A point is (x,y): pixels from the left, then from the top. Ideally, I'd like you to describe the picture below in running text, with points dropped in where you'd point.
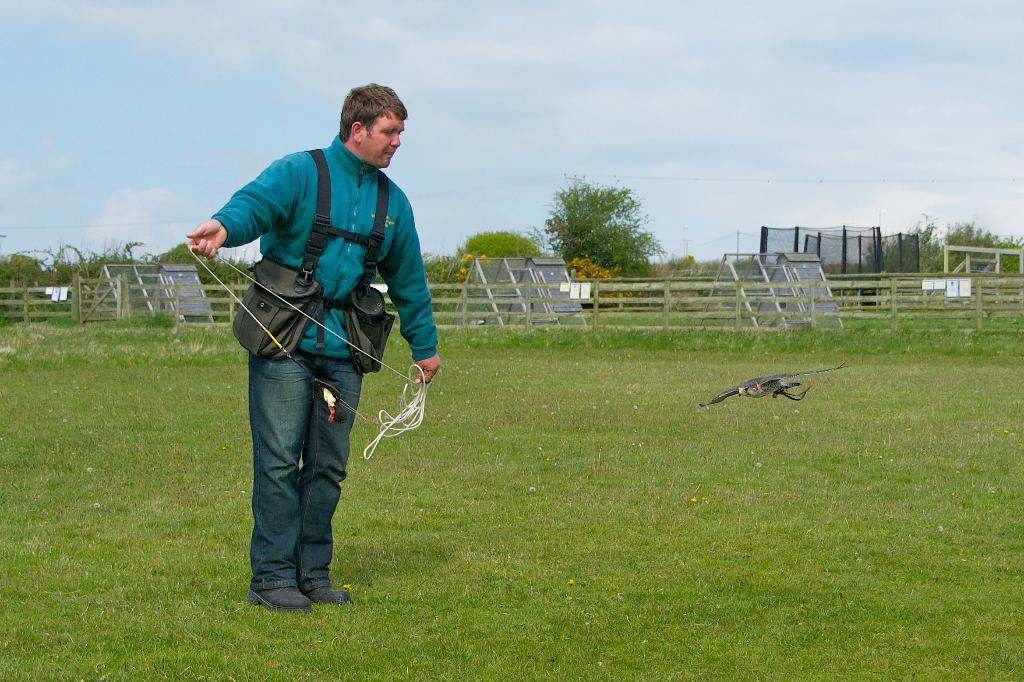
In this image, I can see the man (295,531) standing and holding a rope (413,397). He wore a jerkin (296,207), trouser (295,555) and shoes (309,606). These are the bags (295,320). This looks like a wooden fence (862,313). I think this is a kind of a bird (764,379) flying. These are the small sheds (779,267). I can see the trees (572,235). Here is the grass (647,532).
